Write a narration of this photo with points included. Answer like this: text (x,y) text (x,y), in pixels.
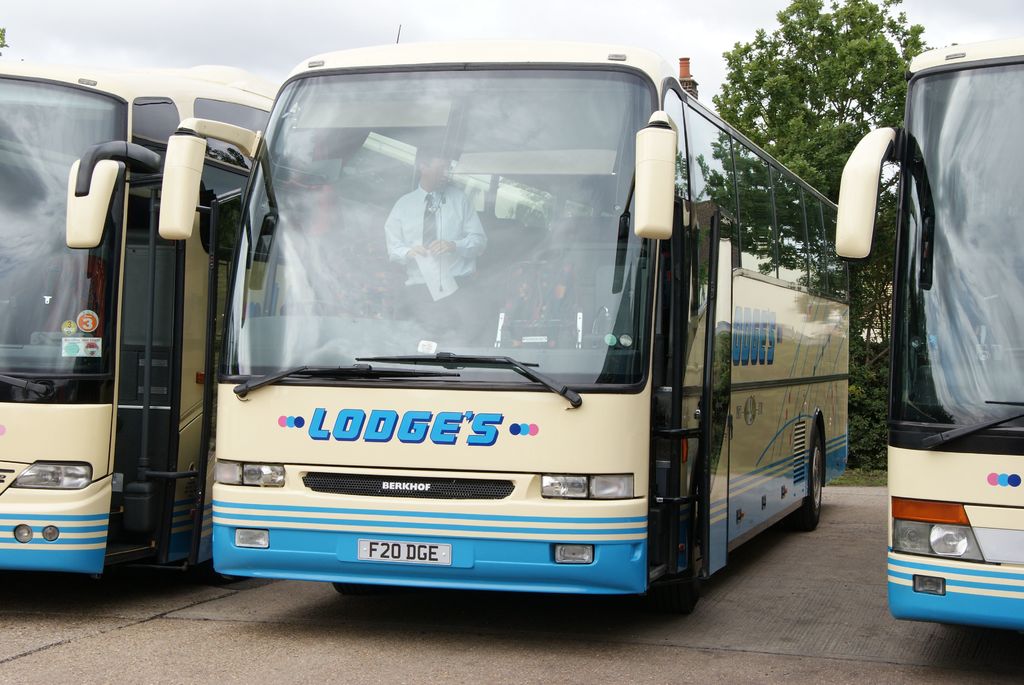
In this picture we can see buses (807,440) on the ground (350,622) with a man (398,236) standing inside it and holding a paper (427,271) with his hands (440,245) and in the background (864,109) we can see trees (800,103), sky (697,63) with clouds (762,16).
